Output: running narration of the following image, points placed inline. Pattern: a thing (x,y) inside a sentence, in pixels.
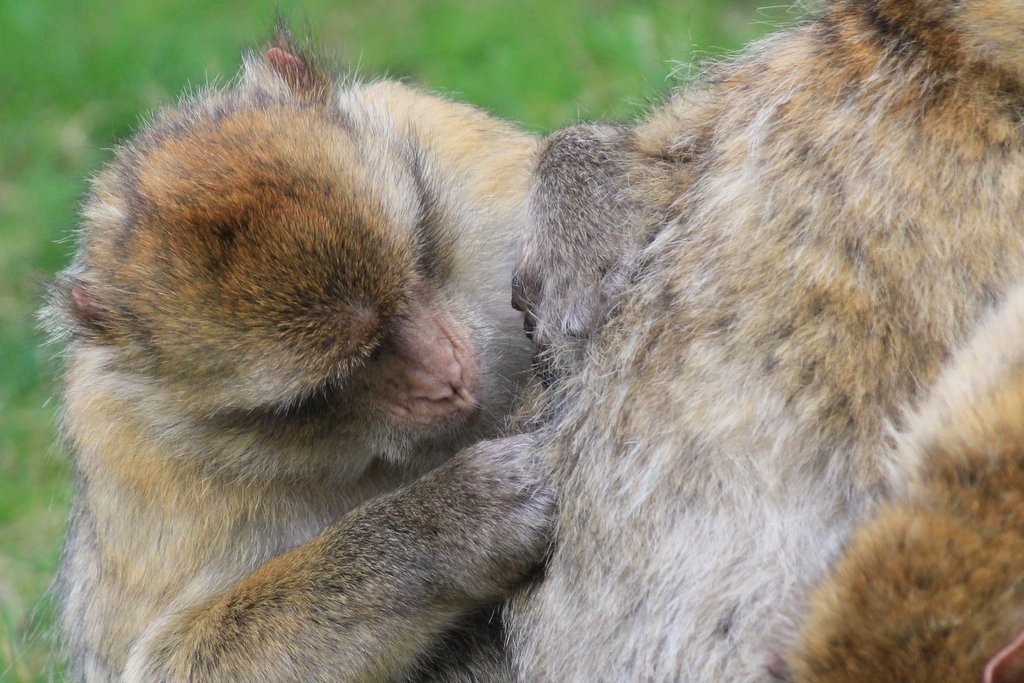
In this image there are animals (579,348), there is an animal (859,277) truncated towards the right of the image (881,230), the background of the image (23,506) is green in color.
